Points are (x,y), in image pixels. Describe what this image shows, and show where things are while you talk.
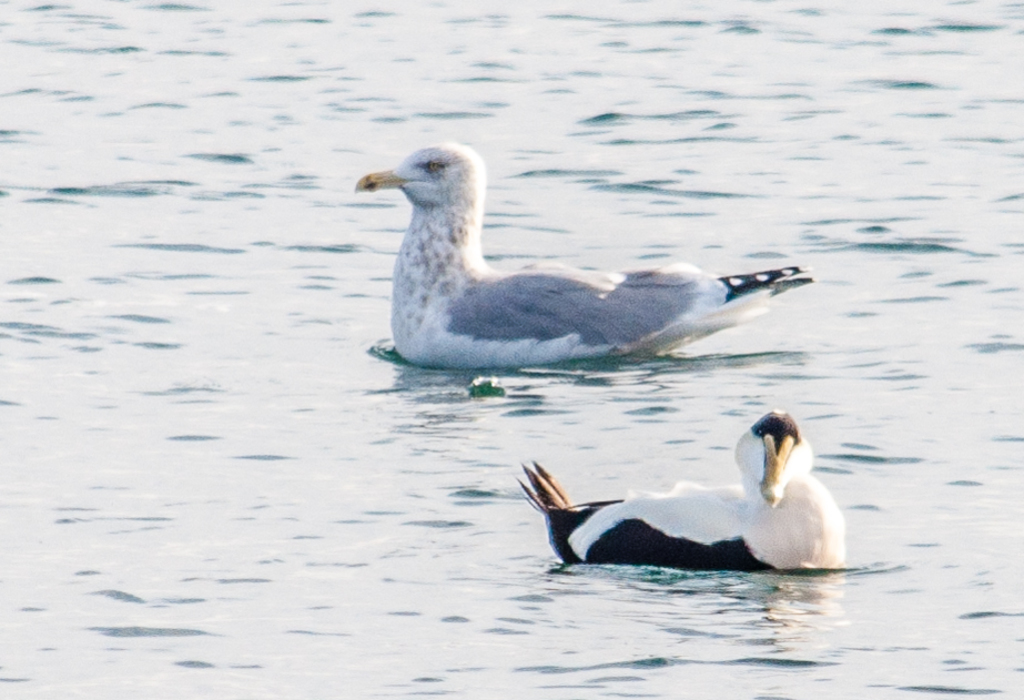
In this image we can see birds (719,524) in the water (562,443).
